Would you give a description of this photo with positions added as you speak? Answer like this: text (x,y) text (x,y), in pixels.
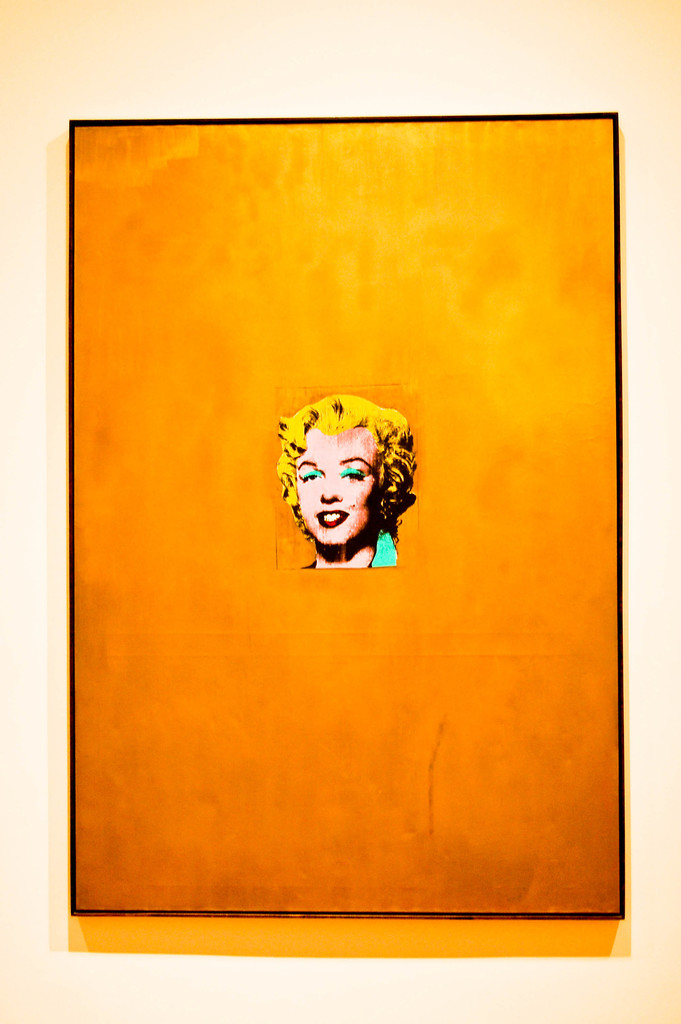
In this picture we can see a photo frame (303,618), there is a picture (316,512) of a person's face (319,496) in the frame (250,570), we can see a plain background (566,32).
